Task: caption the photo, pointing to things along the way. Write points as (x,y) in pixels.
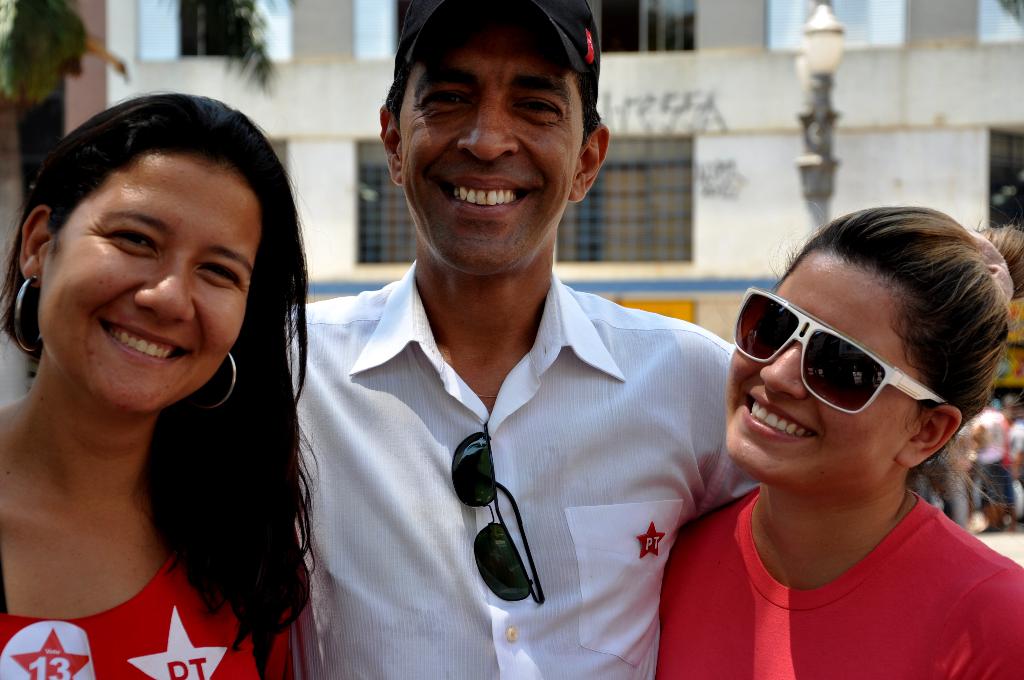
In this image we can see a man (511,323) with two women (233,357) and are smiling. In the background (714,23) we can see a building (330,75) and also light (807,93).
